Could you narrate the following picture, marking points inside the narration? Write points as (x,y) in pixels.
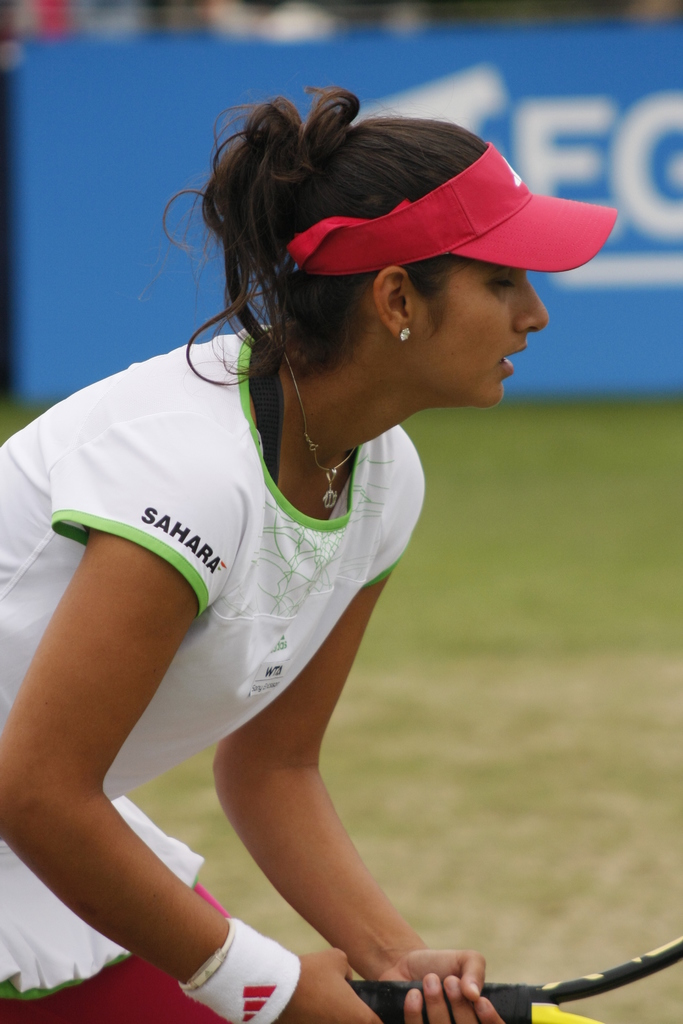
In this picture we can see a woman (334,583) standing and holding a tennis bat (534,997), in the bottom (516,772) we can see grass (571,498), in the background (564,291) there is a hoarding (645,127), the woman (353,355) wore a cap (442,238).
